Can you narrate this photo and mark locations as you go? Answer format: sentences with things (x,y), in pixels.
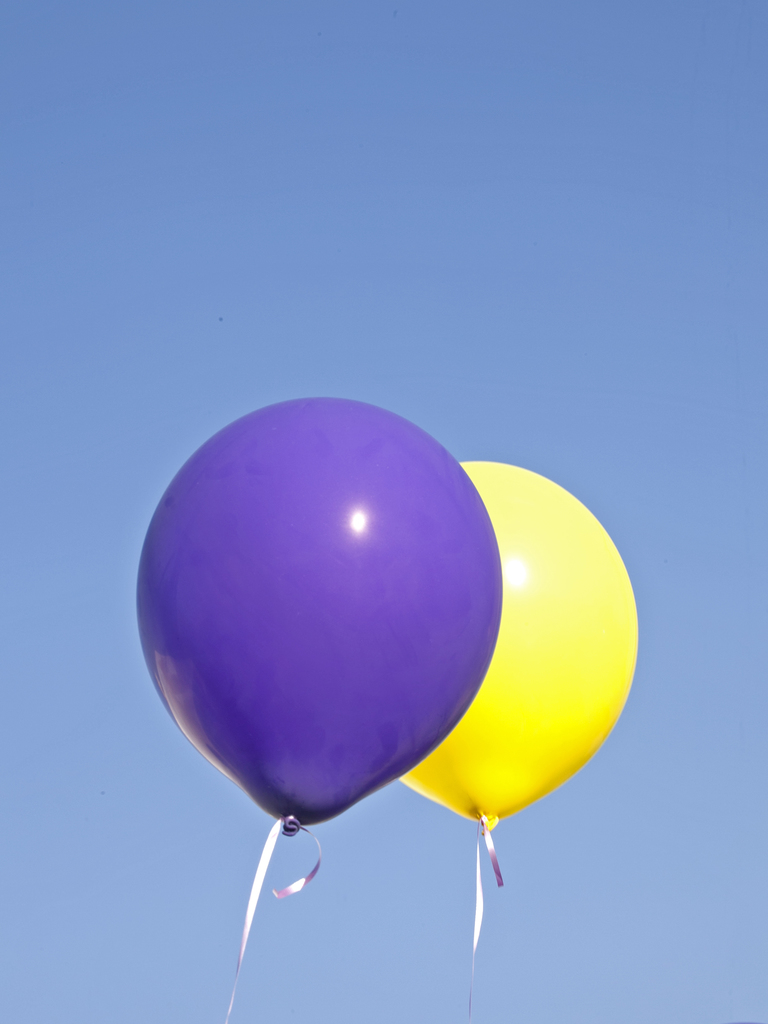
In this picture I can see 2 balloons (464,517), which are of purple and yellow color. In the background (401,308) I can see the clear sky (468,826).
